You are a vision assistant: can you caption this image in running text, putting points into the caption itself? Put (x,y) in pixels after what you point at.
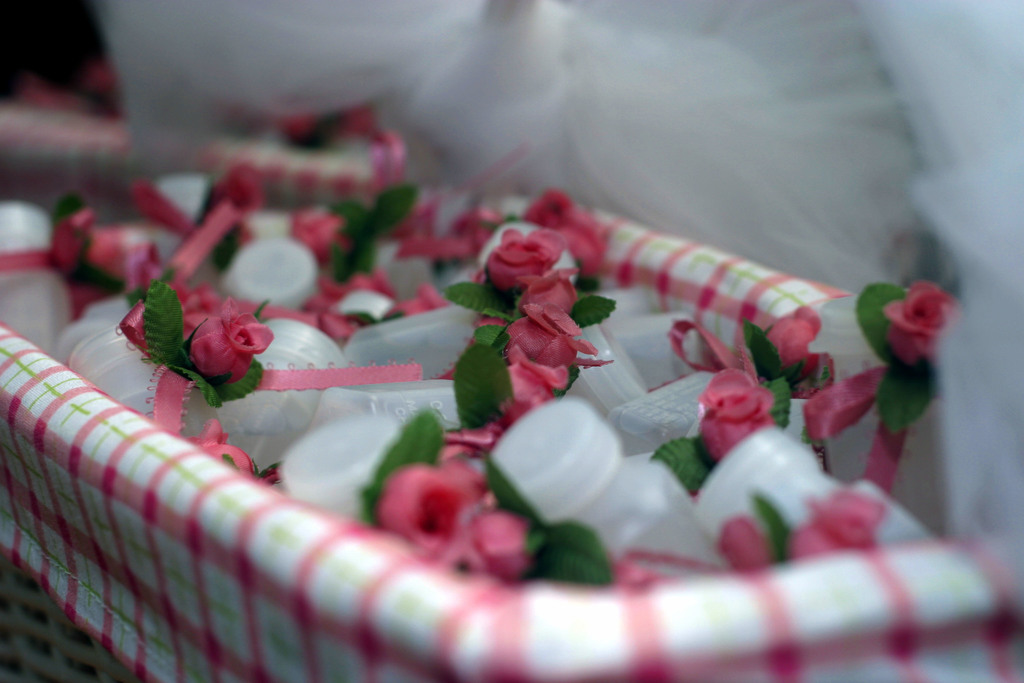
In this image I can see few flowers (544,284) in pink color and I can also see few bottles (515,451) in the basket (248,611) and the basket (185,568) is in white and pink color.
